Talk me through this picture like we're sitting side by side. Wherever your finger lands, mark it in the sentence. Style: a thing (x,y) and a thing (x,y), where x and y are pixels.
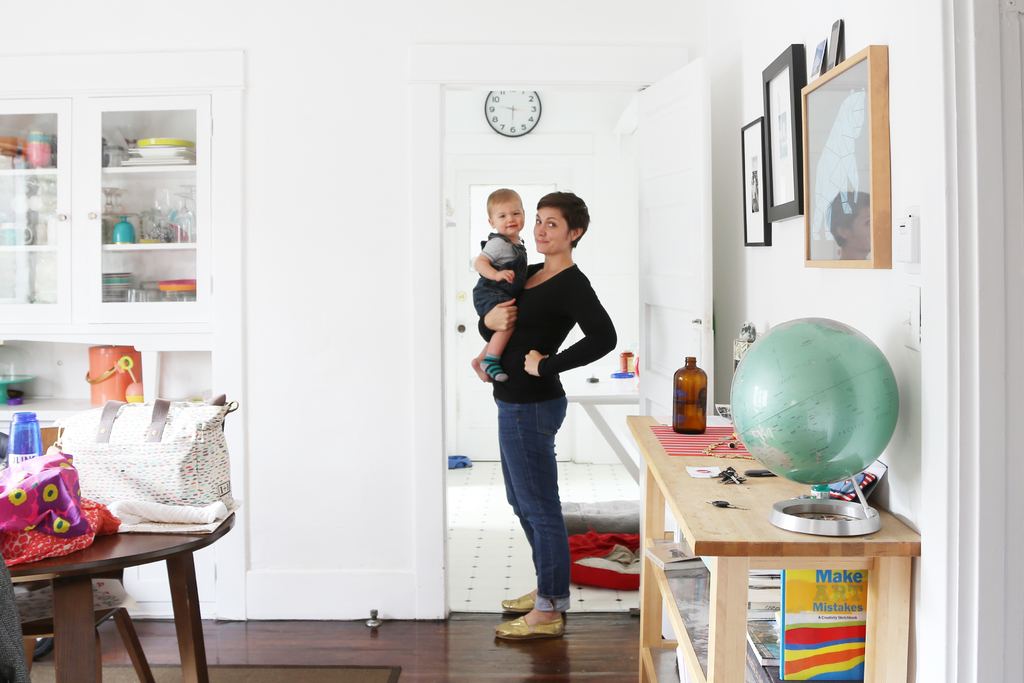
In this picture there is a woman (526,313) holding a boy (501,335) in her hand (509,310). There is a bag (154,423), bottle (34,434), cloth (70,512) on the table (106,533). There is a globe (771,432) and few objects (719,471) on the table (714,602). There are books (757,609). There are frames (820,190) on the wall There is a wall clock (506,125). There are bowls (166,288), plates (120,298) and other items (124,219) in the cupboard (175,261).
